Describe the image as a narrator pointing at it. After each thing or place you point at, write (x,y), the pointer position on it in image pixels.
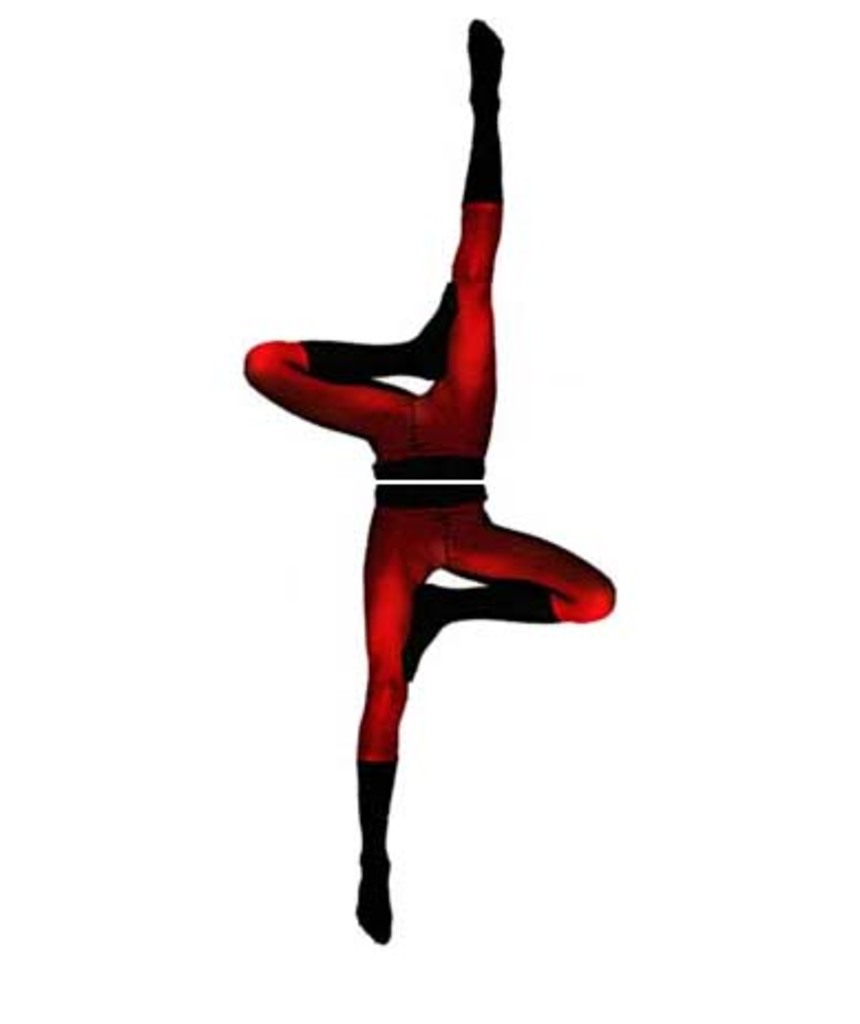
In this picture we can see a cartoon image, they are looking like legs (456,449) of persons (398,361) in the middle (416,389), there is a white color background (673,136).
